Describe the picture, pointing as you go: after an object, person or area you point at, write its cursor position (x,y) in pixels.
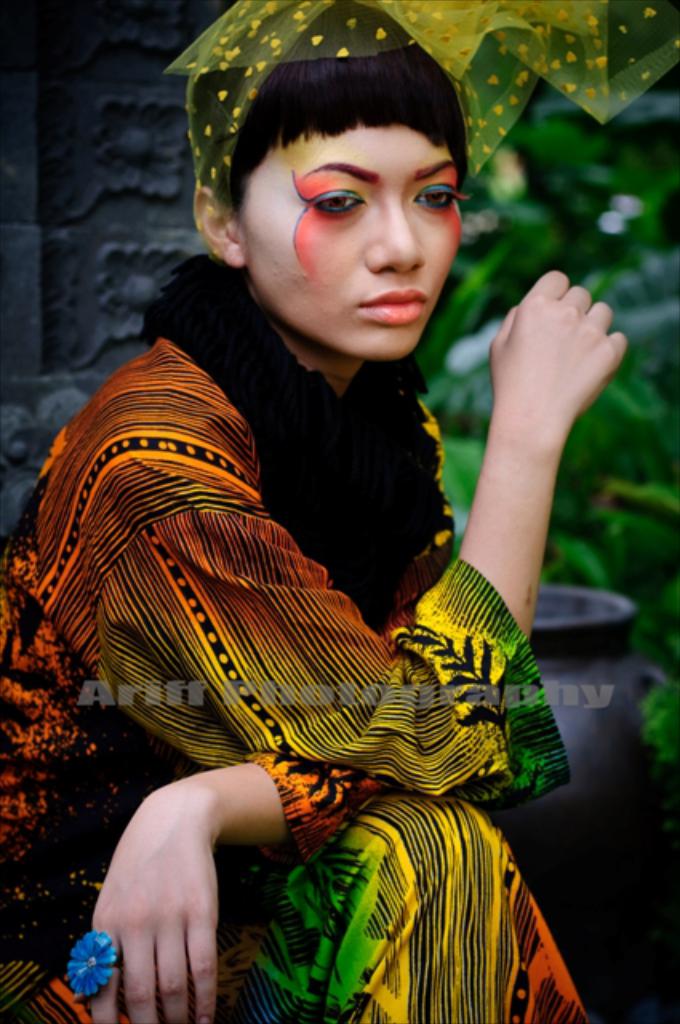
In this picture I can see a woman (217,726) seated and a cloth (462,52) on her head (381,90) and I can see plants (640,385) on the right side (659,463) and a pot (603,618) and a carved wall (143,254) on the left side of the picture (164,113).
